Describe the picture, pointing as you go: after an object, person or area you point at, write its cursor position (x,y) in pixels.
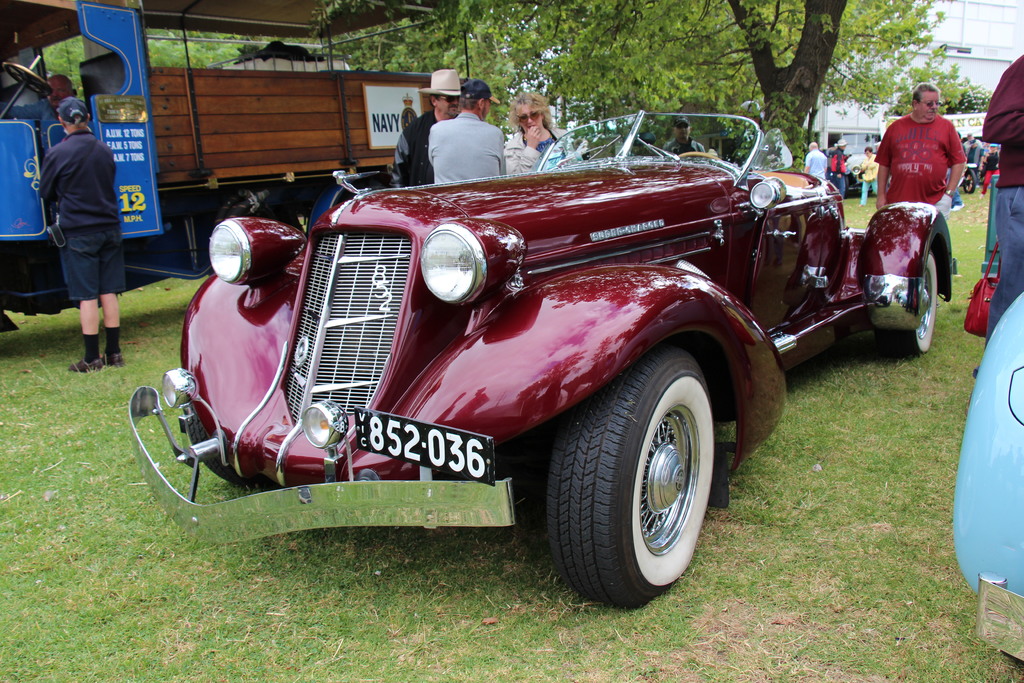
As we can see in the image there is a car (398,232), truck (331,163), few people (1019,234) here and there, grass (875,457), buildings (876,130) and a tree (697,55).
